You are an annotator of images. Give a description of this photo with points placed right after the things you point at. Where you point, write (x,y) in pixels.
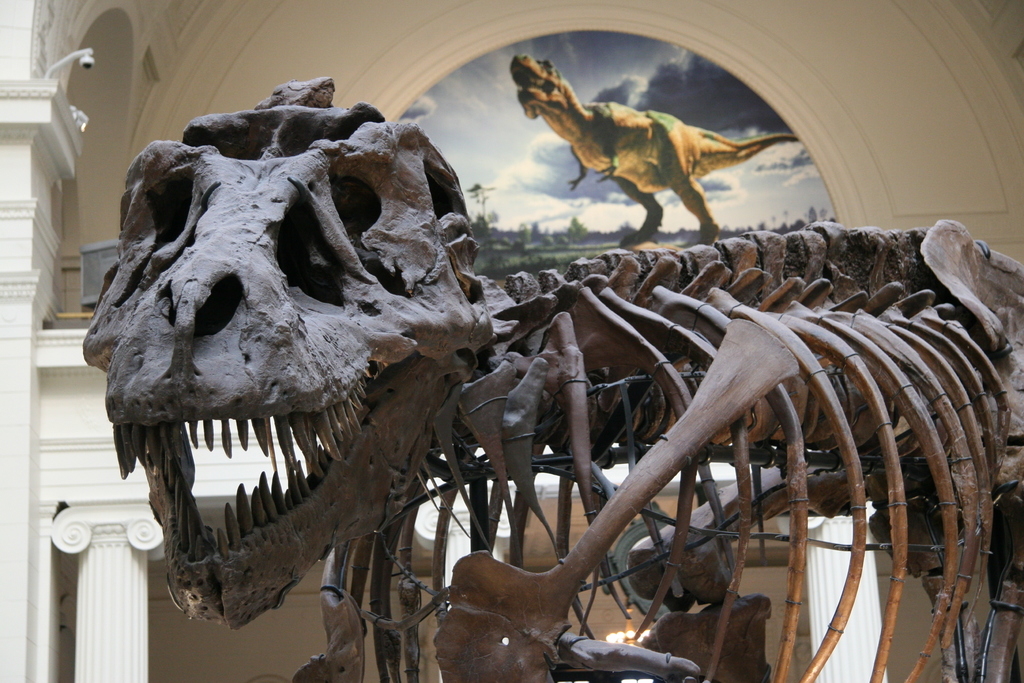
This picture shows a skeleton of a dinosaur (607,274) and we see a poster (576,168). it is an inner view of a room (48,653).
